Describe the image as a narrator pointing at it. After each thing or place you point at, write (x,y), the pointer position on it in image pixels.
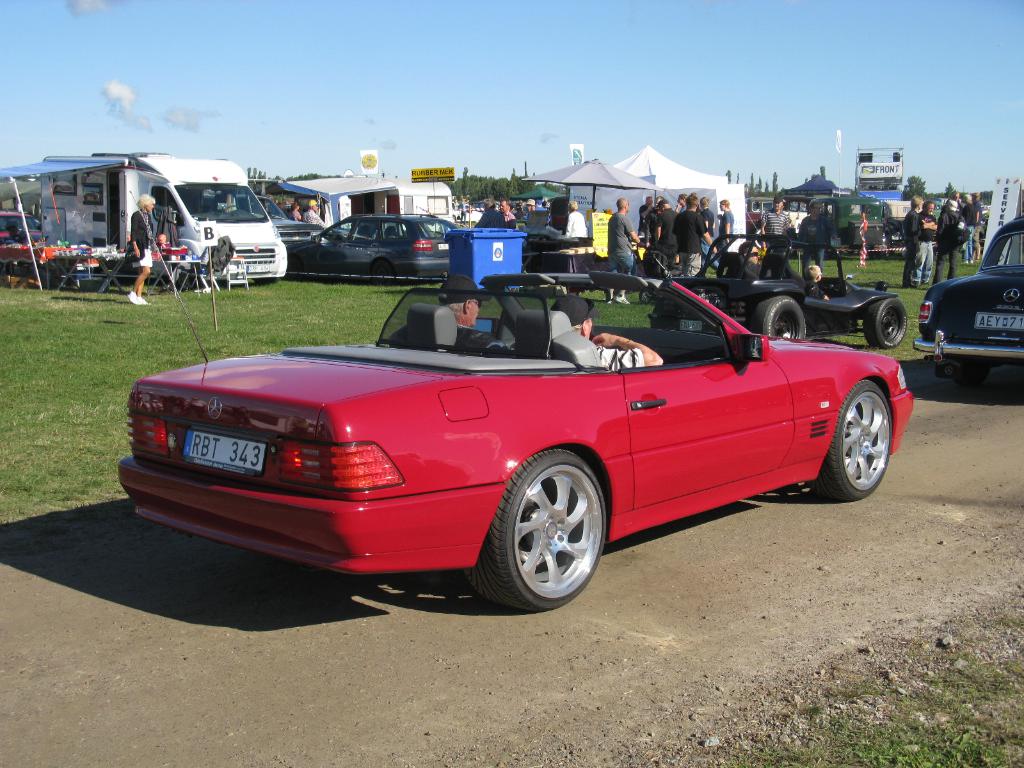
In the foreground (710,430) we can see the cars (878,473). Here we can see two persons (601,339) sitting in the car (552,349). Here we can see the tents (657,178). Here we can see the tables (156,273) on the left side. Here we can see a few people (809,244) standing on the grass (960,263). In the background (468,187), we can see the trees (487,188).
